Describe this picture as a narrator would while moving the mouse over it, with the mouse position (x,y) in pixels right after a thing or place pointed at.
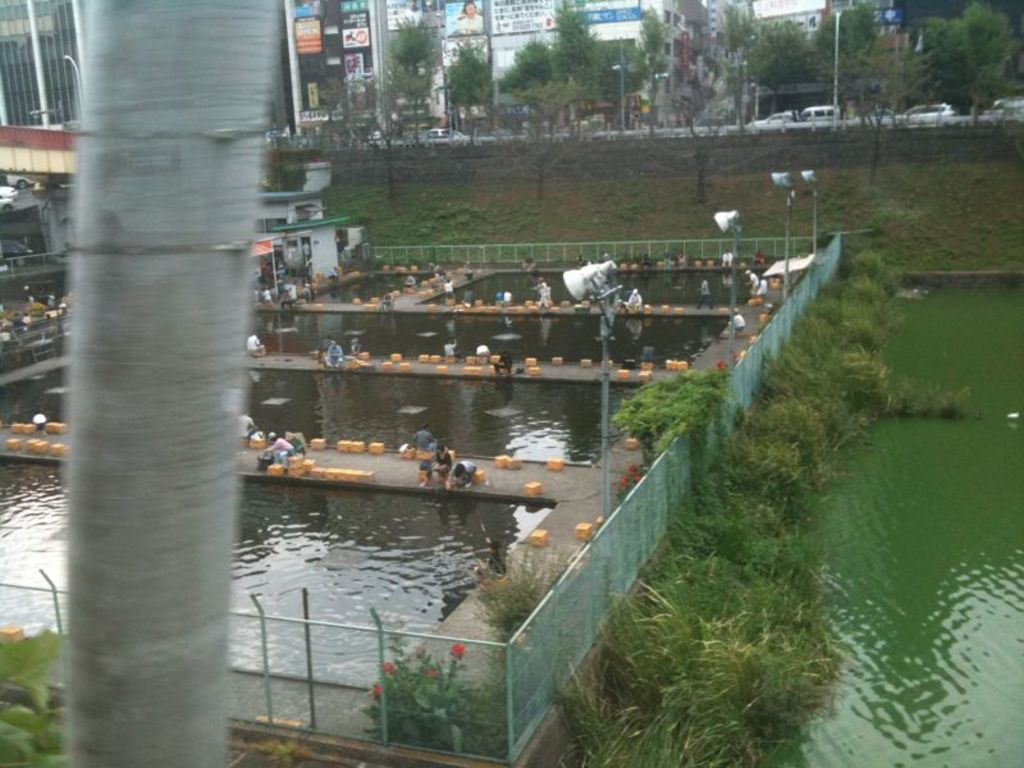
In this image we can see the water (939,521), here we can see some object (171,594), we can see the fence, plants (697,590), people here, light poles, some objects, vehicles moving on the road (916,128), we can see the boards (317,28) and buildings (484,12) in the background (326,12).
